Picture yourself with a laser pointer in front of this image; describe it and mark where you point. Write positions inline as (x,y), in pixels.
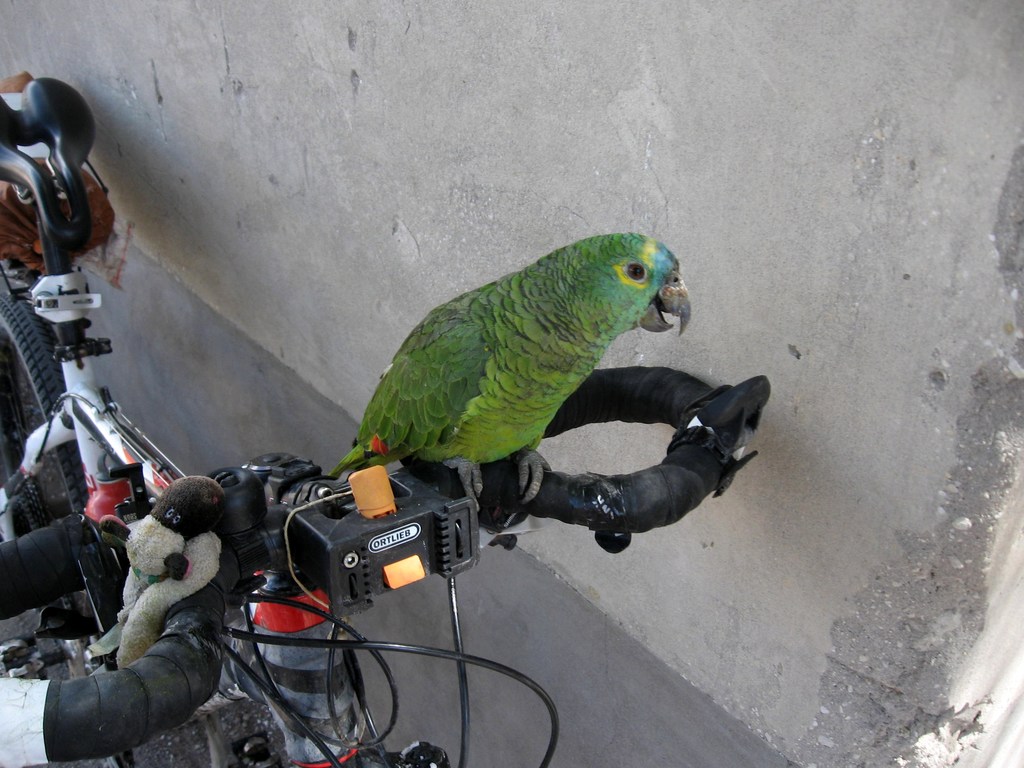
In the picture we can see a bicycle (41,102) and parrot (627,266) sitting on the handle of the bicycle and the parrot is green in color and the bicycle (87,344) is near the wall (857,393).
